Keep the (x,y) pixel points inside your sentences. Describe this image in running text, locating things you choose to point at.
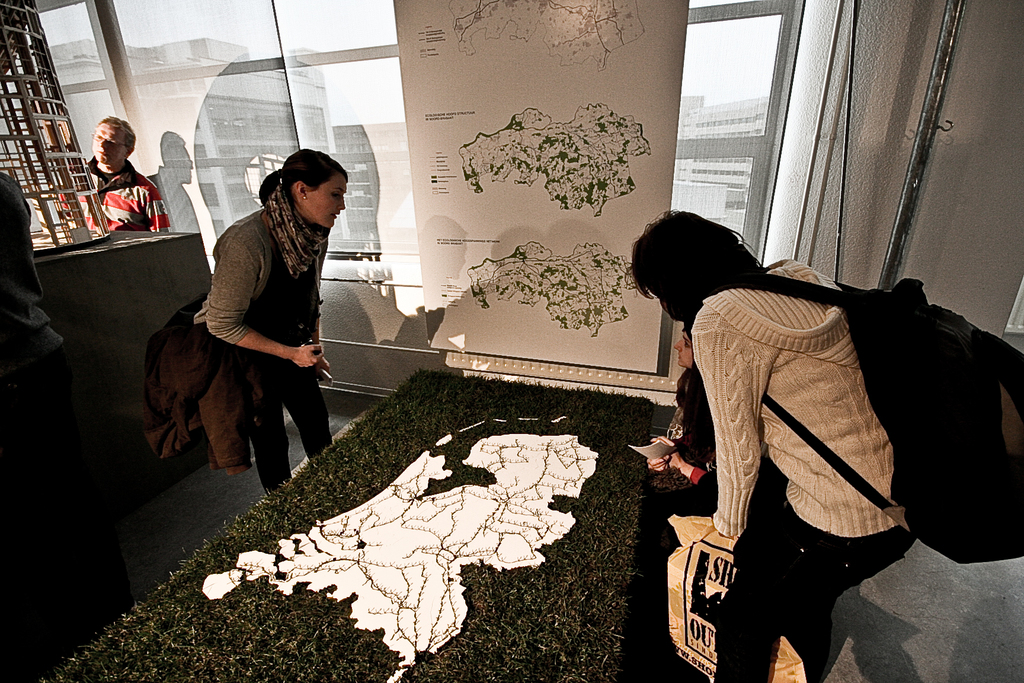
In this image there are some persons (263,252) are on the left side of this image (251,276), and some persons (732,419) are on the right side of this image (798,373). There is some object (504,482) kept in the bottom of this image (462,534). There is a glass window (354,94) on the top of this image (394,176). There is a map board (503,164) on the top middle of this image (548,180).
